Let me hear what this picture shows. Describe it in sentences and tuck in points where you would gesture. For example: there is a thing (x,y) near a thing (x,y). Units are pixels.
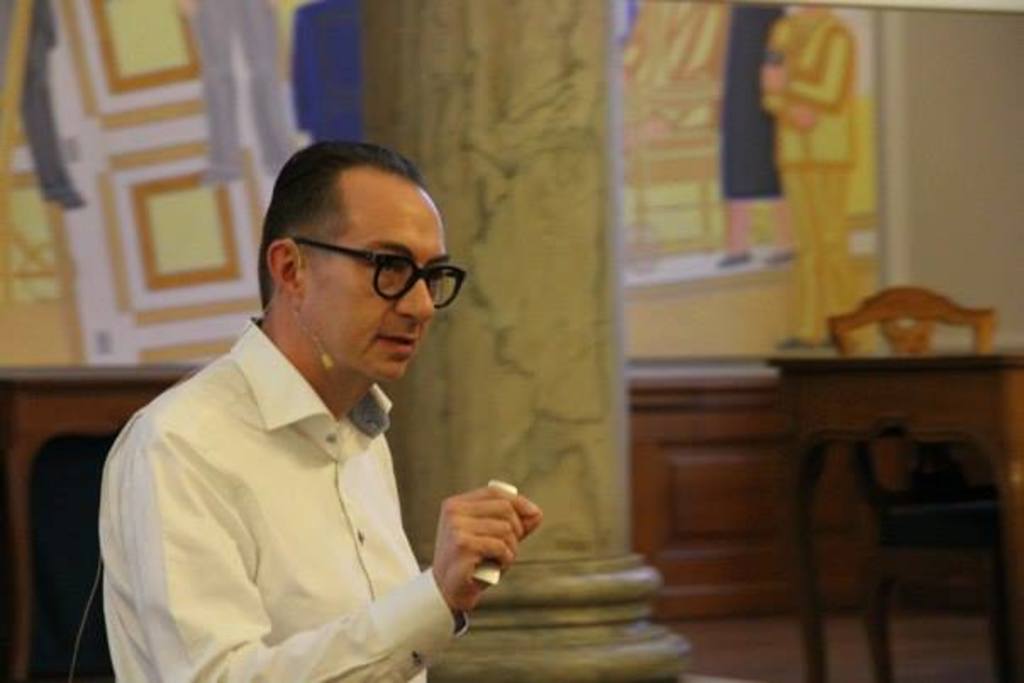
In this image I can see the person (270,524) and the person (366,550) is wearing white color shirt (282,580) and holding some object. Background (452,122) I can see the pillar (533,183) in cream color and I can see a chair (899,339) and the table (856,377) and I can see the painting (708,147) on the wall (925,166).
